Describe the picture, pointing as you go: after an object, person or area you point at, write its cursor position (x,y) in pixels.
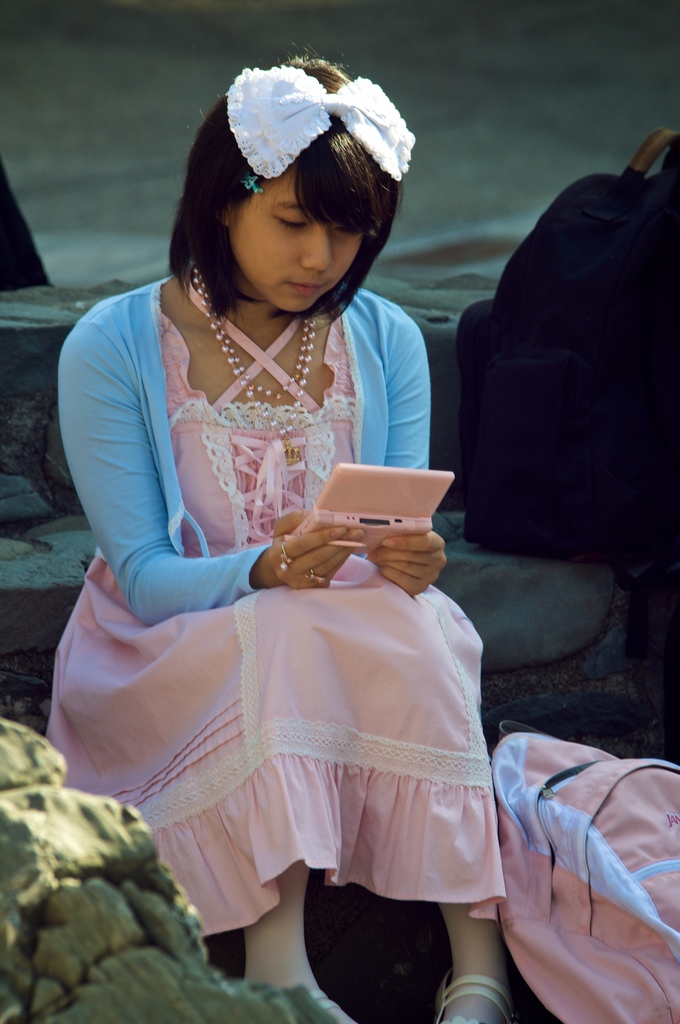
In this image I can see a woman (96,713) is sitting and I can see she is holding a pink colour thing (362,522). I can see she is wearing blue jacket (141,365) and pink colour dress (274,614). I can also see a white colour thing (322,114) on her head (355,202) and on the right side of this image (522,555) I can see few bags (590,977).
